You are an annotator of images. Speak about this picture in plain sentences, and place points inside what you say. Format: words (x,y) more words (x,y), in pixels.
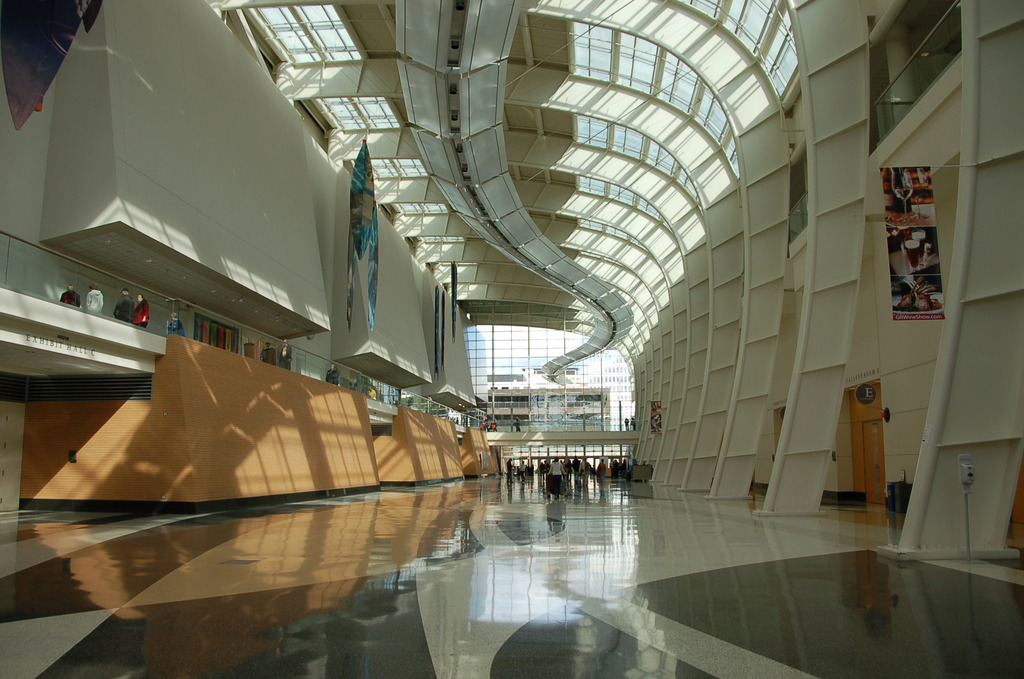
This is an inside view of a building (606,506). In this image, we can see walls (340,217), people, floor (664,494), banners (941,305), door (870,485), dustbins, board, glass objects (579,395), glass railings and few things (642,480). In the background (642,332), we can see glass objects (489,392) and ceiling (648,171).
